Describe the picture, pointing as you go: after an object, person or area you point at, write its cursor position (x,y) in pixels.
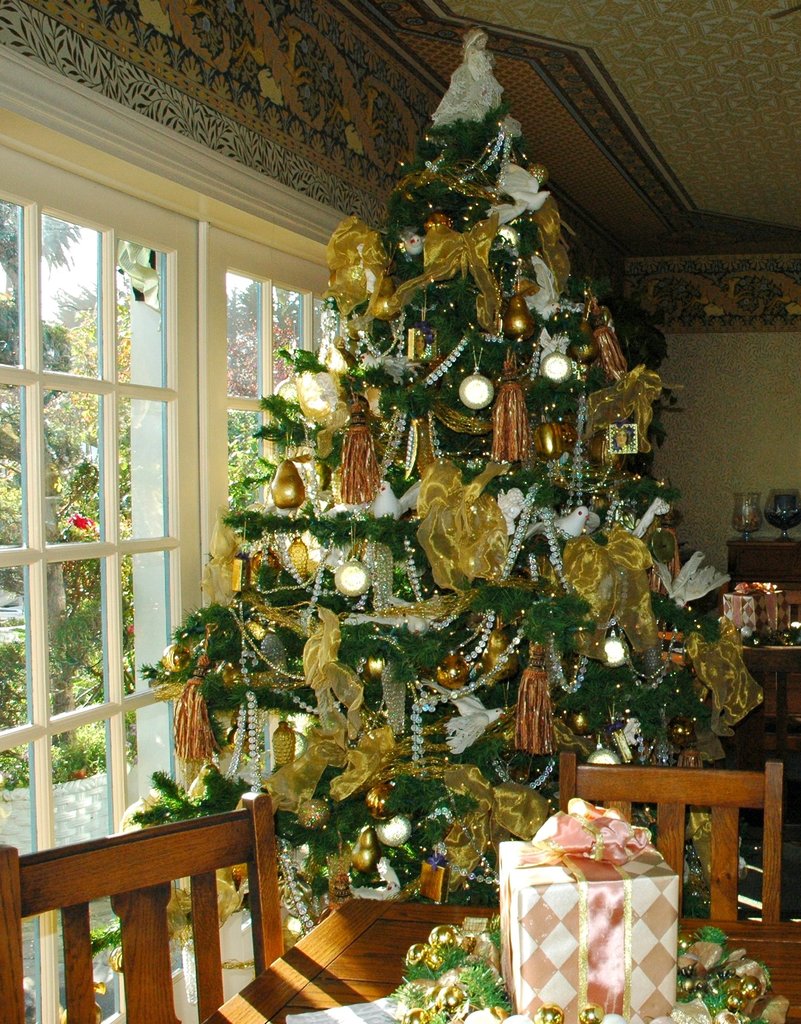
In this image I can see a brown colored table (368,947), a gift pack (611,928) on the table (381,952), few chairs (151,934), a christmas tree (492,579) and number of decorative items (424,549) on the tree (448,456). In the background (733,426) I can see the wall (712,507), the ceiling (773,160), few glasses (782,504) and the window (212,392) through which I can see few trees (78,534) and the sky (87,256).
